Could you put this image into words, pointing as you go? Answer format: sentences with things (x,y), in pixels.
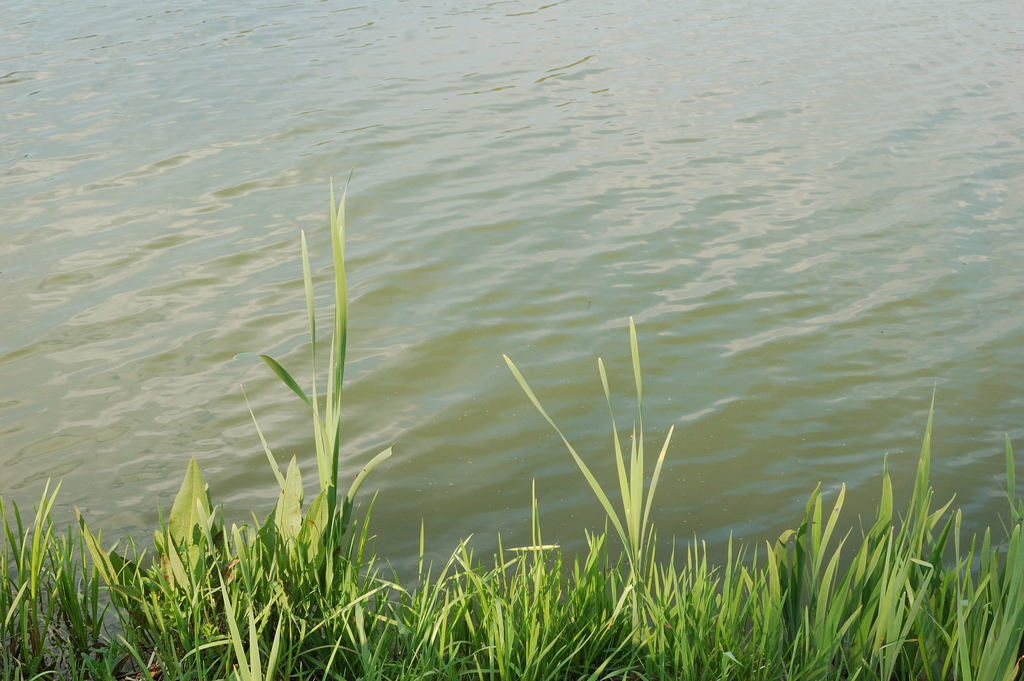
In this image we can see some plants (460,582), and the water (549,225).
